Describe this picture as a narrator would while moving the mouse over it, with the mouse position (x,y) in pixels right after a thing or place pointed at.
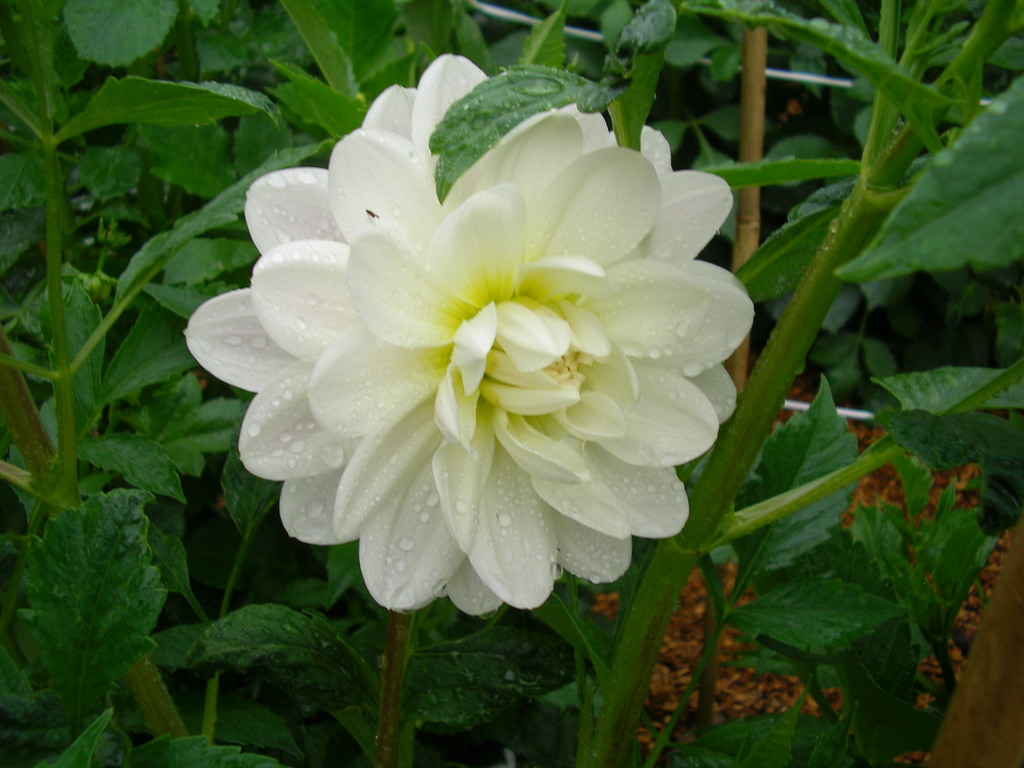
There is a plant (290,529), which is having a white color flower (347,144). In the background (151,269), there are plants (934,429), which are having green color leaves (571,94) on the ground (786,702).
